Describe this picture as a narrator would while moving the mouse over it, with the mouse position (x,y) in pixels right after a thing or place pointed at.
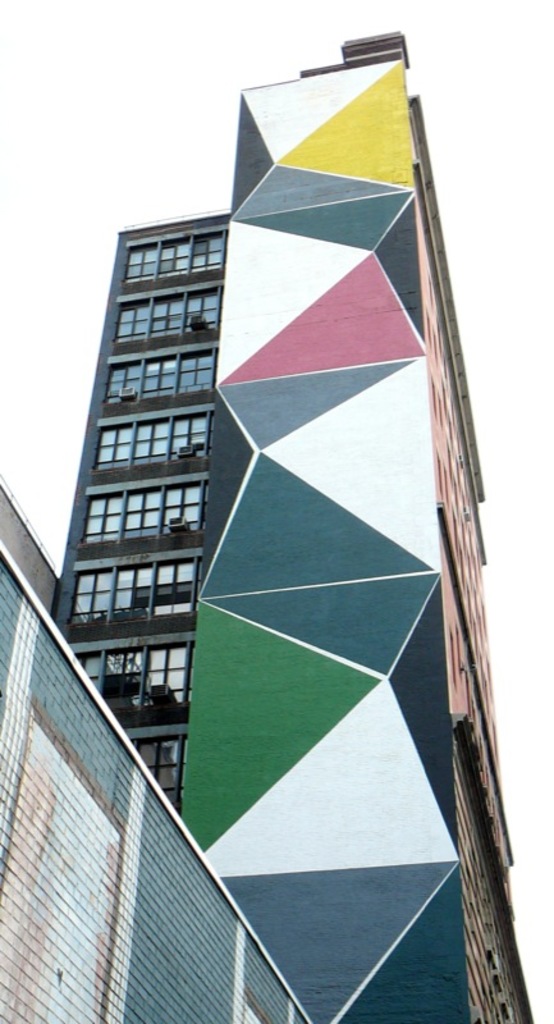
This picture is clicked outside and we can see the buildings (142,399) and we can see the colorful wall (316,242) of a building (335,473). In the background (124,96) we can see the sky (59,391) and we can see some other objects (166,651).
